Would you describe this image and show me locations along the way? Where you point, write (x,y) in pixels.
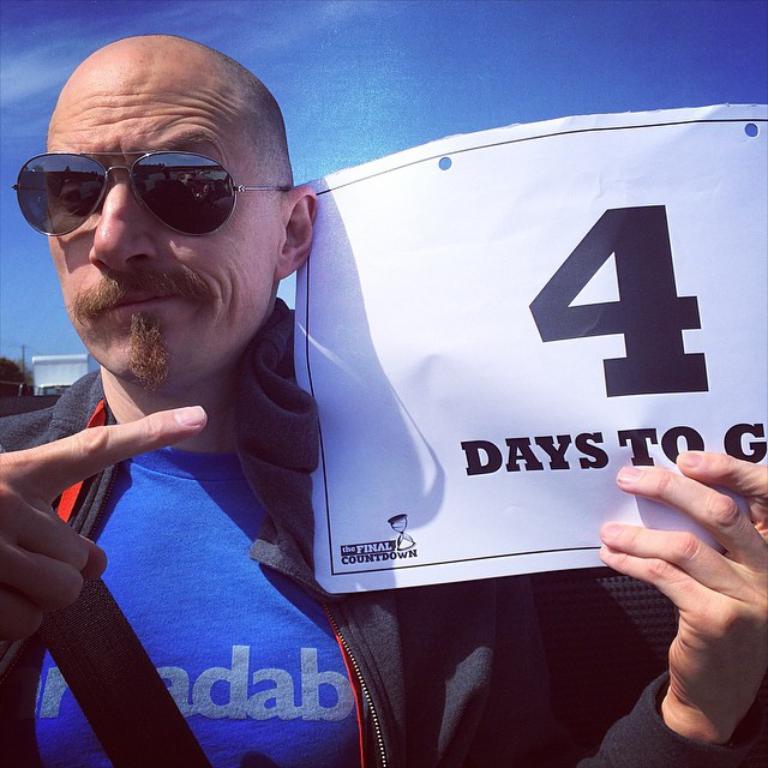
In this picture we can see a man (207,339), he wore spectacles (73,192), and he is holding a paper (493,439) in his hand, in the background (22,382) we can see a pole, trees (4,365) and clouds (2,56).
